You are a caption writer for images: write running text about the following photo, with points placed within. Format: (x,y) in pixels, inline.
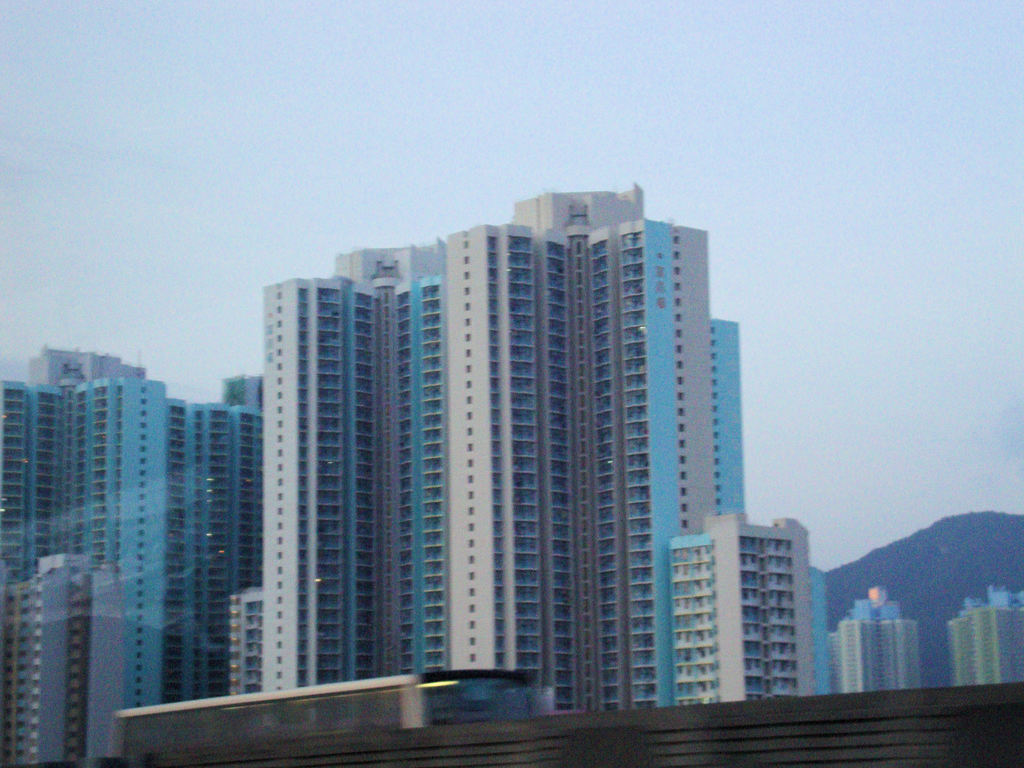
In this image I can see few buildings (514,546), a bridge (596,718) and a vehicle (406,718) on the bridge (490,742). In the background (969,571) I can see a mountain (921,563) and the sky (848,311).
